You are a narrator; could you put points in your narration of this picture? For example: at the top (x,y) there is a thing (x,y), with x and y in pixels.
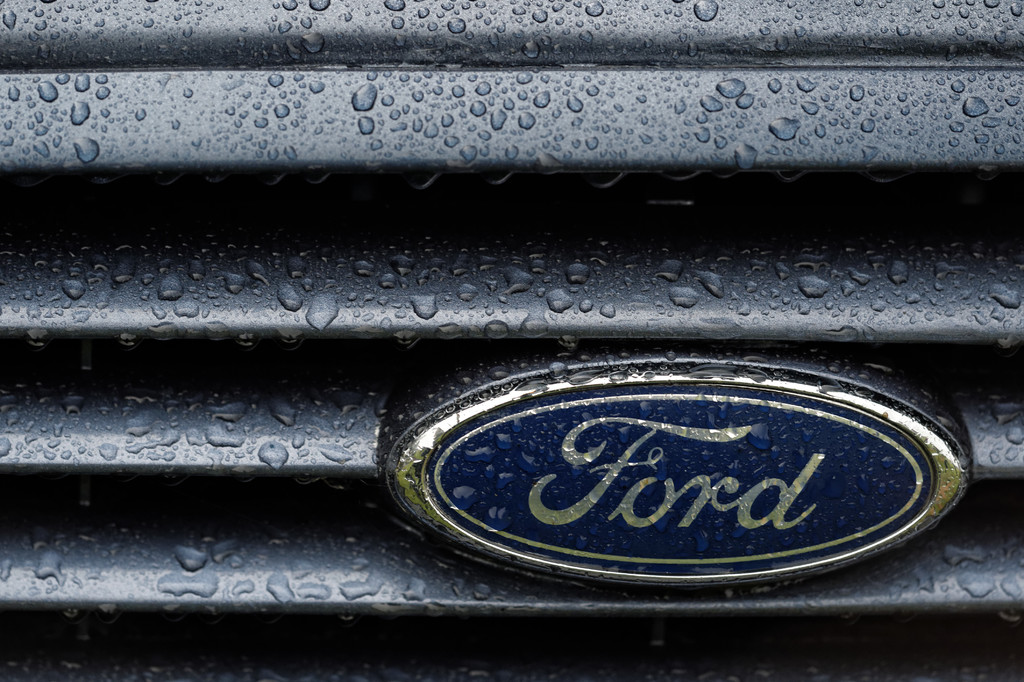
In this image in the front (452,338) there is an object (224,318) which is black in colour and on the object (629,465) is some text (651,468) written on it.
